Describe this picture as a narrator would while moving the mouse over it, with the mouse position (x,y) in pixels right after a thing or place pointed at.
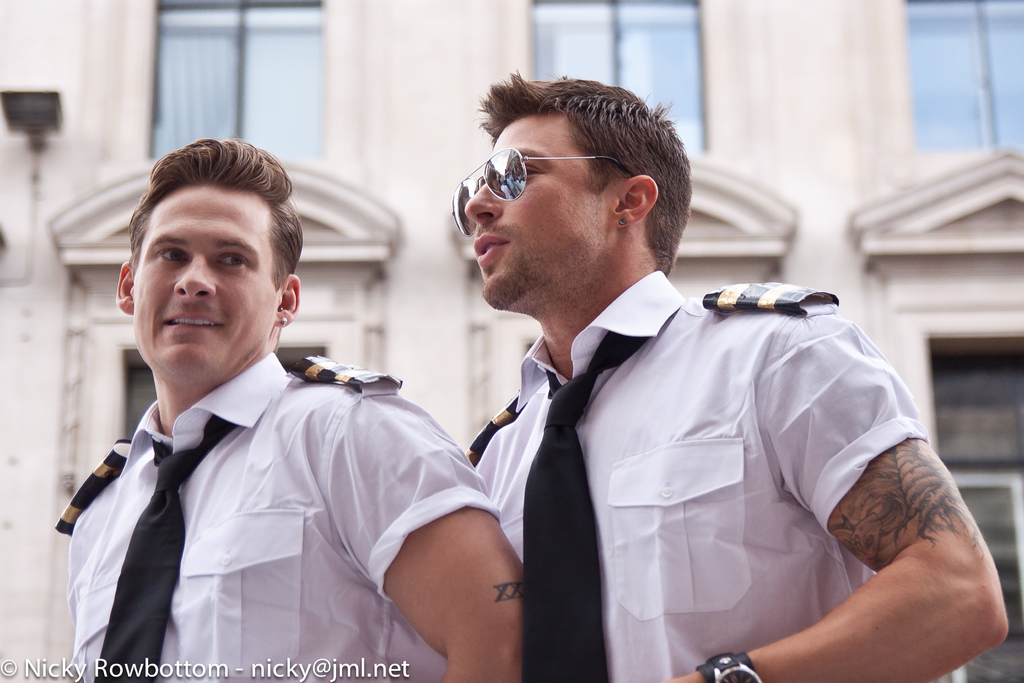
In this picture I can see two persons (522,624), and in the background (383,91) there is a building (996,70) and there is a watermark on the image.
